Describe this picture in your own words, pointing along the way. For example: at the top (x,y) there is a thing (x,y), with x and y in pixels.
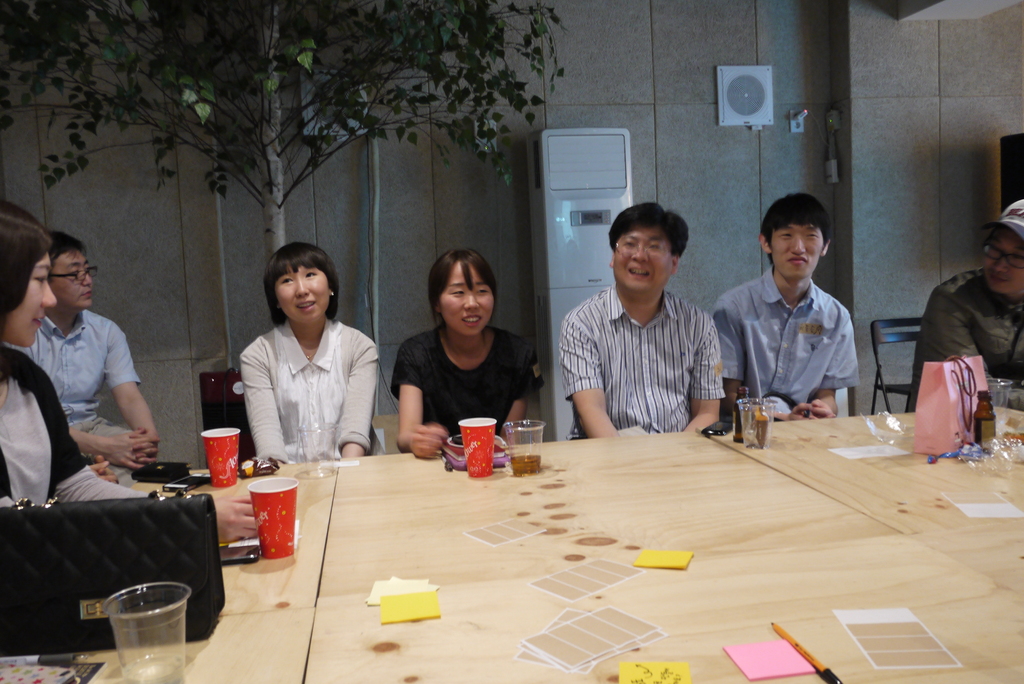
In this image there are group of people (503,360) who are sitting around the table (638,523). On the table (374,495) there are paper cups (270,508), plastic cups (155,618), papers (402,608), pen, bag (73,640), cover (1020,454) and a bottle (983,420). At the background (611,153) there is an air conditioner (570,164) and the tree (278,210).
